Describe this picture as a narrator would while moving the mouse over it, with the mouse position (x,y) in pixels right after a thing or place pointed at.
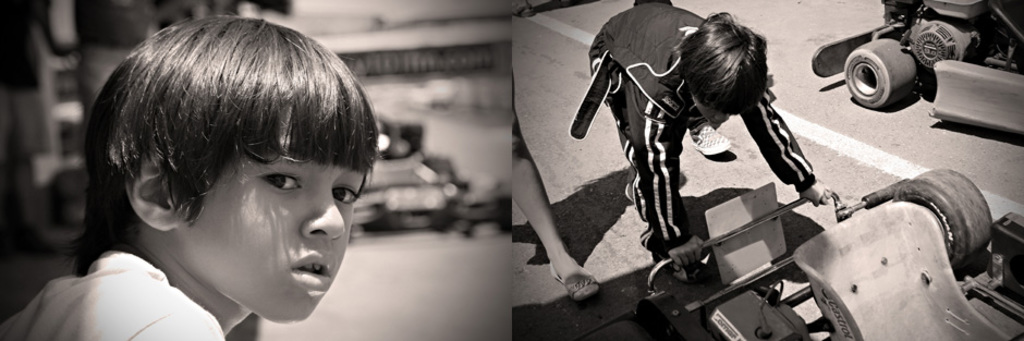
In this image we can see a collage. On the left side (24,240) collage we can see a person (100,181) and the background of the image (456,330) is blurred. On the right side (944,171), we can see persons (659,168) and vehicles (779,204) and among them a person (687,266) is holding the vehicle (731,277).
